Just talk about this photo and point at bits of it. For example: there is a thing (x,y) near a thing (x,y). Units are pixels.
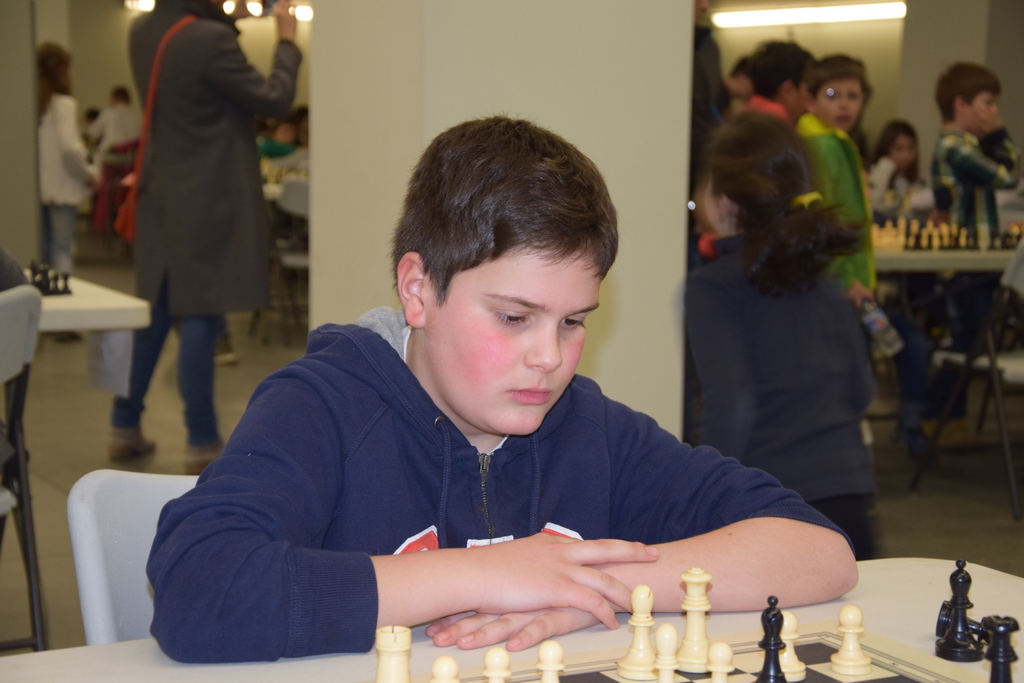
A boy (538,404) is playing chess with some people (184,296) in the background (222,179).
